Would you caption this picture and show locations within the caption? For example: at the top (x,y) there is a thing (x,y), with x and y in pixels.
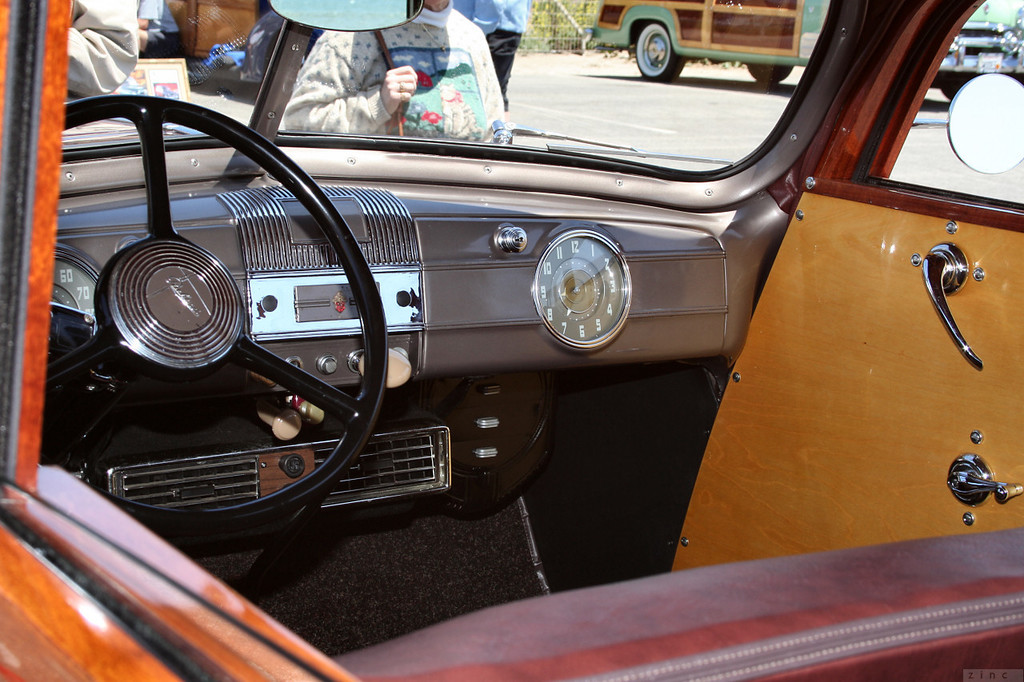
This is the inside view of a vehicle (781,426) where we can see a meter (627,315), few devices (420,463) and a steering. On the right (987,353), there is a door (996,400) and at the bottom (896,609), there is the seat (768,626) of that vehicle (746,426). In the background (460,79), there are few people (359,70) and a vehicle (687,19) on the road (659,113).
